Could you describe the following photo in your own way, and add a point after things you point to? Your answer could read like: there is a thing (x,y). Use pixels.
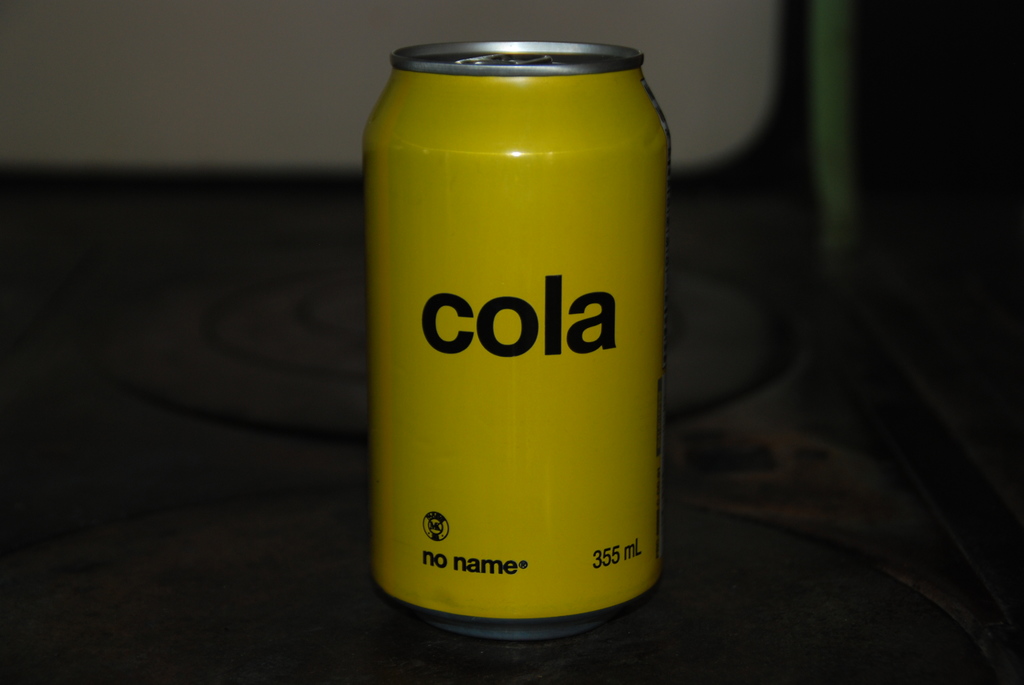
This is a zoomed in picture. In the center (623,443) there is a yellow color can (590,123) placed on an object (654,628) and we can see the text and the numbers (613,554) on the can (525,193). In the background (290,48) there is an object (285,109) seems to be the wall (702,63).
